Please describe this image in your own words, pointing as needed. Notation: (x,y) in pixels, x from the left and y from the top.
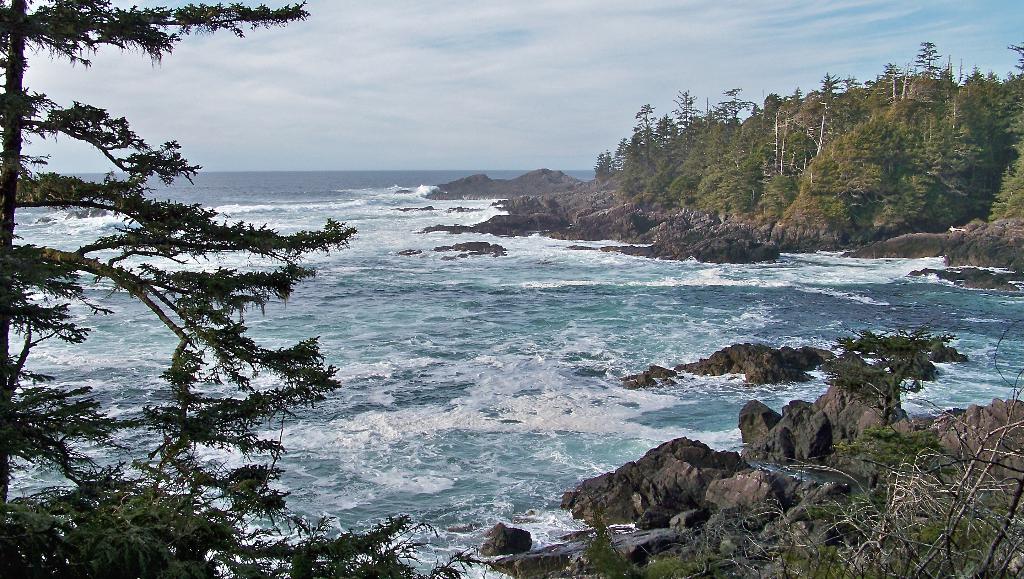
These are trees (758,188), this is water (509,259) and a sky (453,62).
